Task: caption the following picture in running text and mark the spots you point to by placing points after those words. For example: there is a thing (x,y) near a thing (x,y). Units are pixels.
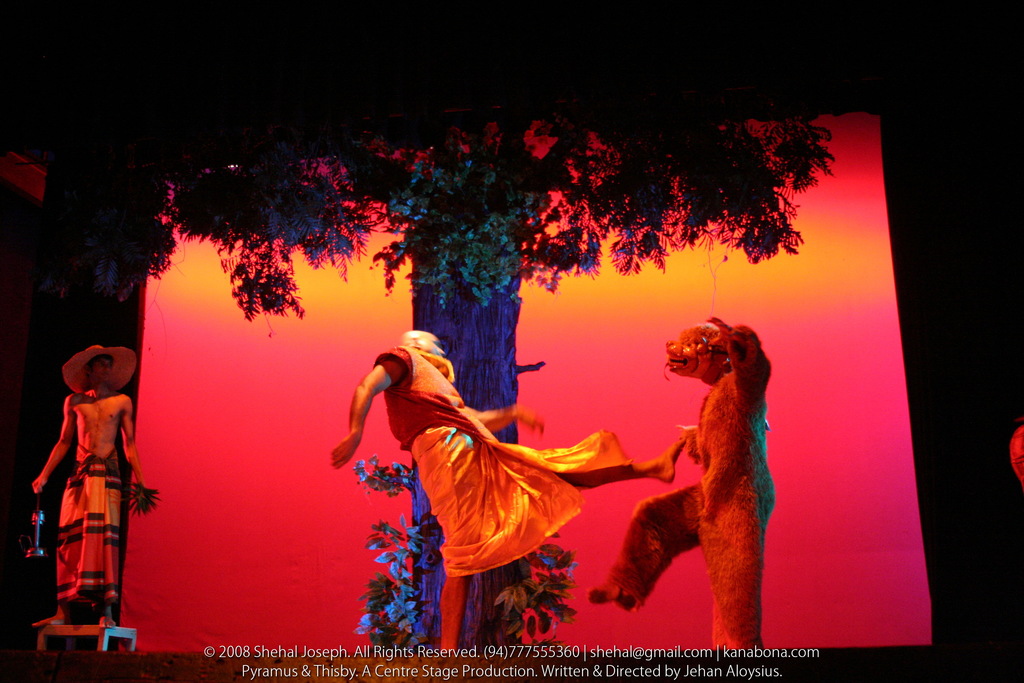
In this picture I can see a tree (506,255) and a human (98,547) standing on the side and another person (743,418) wore a bear mask (709,332) and picture looks like a man (672,474) might kicking bear mask man (682,535) and i can see text (631,669) at the bottom of the picture (631,669).
